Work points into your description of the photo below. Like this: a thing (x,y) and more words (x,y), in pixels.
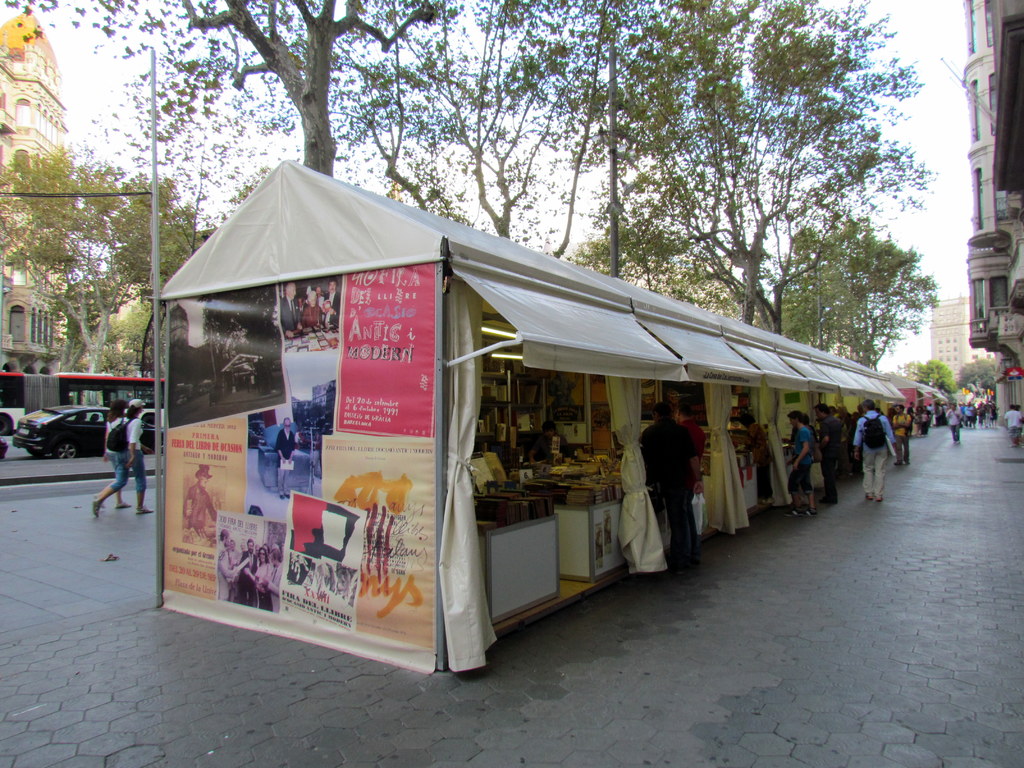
Here in this picture we can see tent shops (620,355) present all over there on the ground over there and we can see people (680,471) standing over there and purchasing the products (583,491) present in the tents (638,420) and behind it also we can see people (138,430) walking on the road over there, we can see vehicles (81,409) present on the road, we can see buildings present on either side of the road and we can see poles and trees (627,213) present all over there.
